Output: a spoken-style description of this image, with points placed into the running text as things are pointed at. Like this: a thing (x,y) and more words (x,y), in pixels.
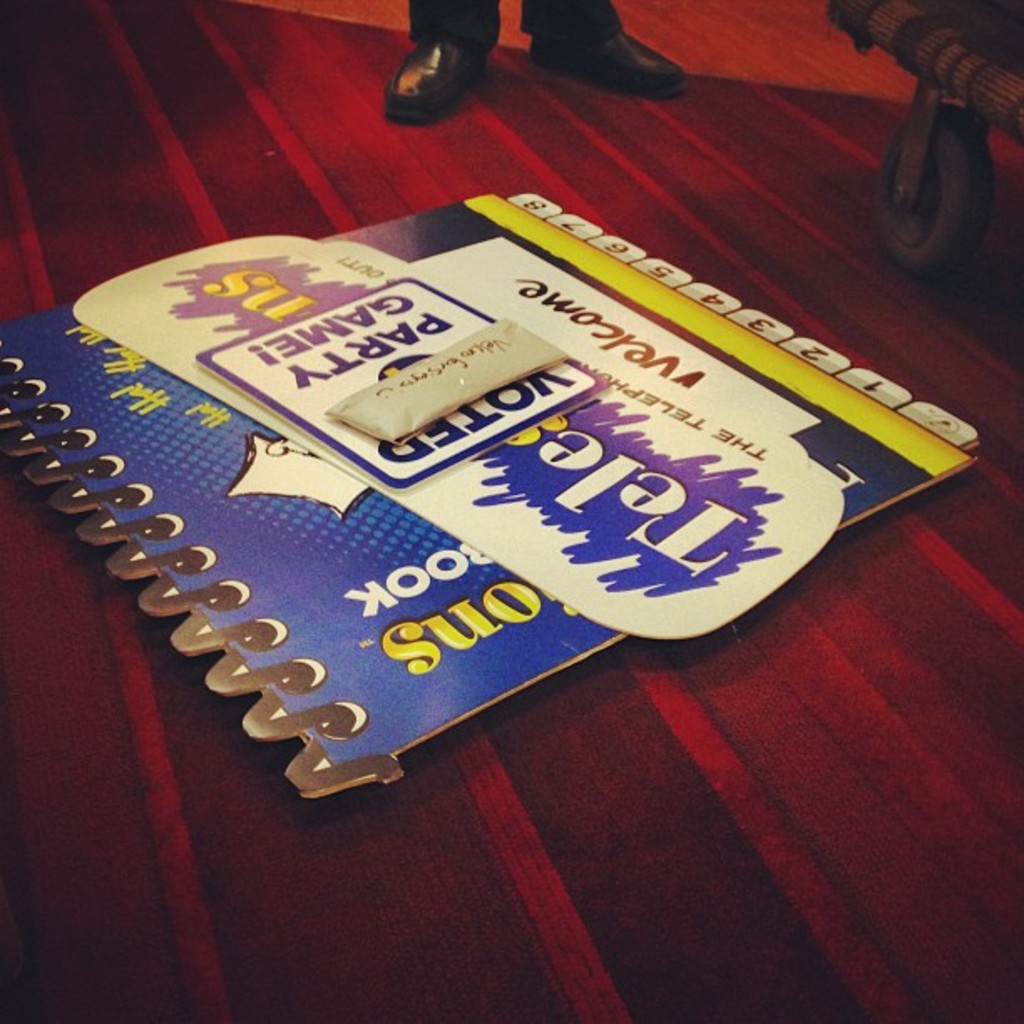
In this picture we can see a cardboard (276,258) on the red carpet (608,809) with something written on it. In the background (444,109), we can see 2 shoes (393,88) and a wheel (937,140).
